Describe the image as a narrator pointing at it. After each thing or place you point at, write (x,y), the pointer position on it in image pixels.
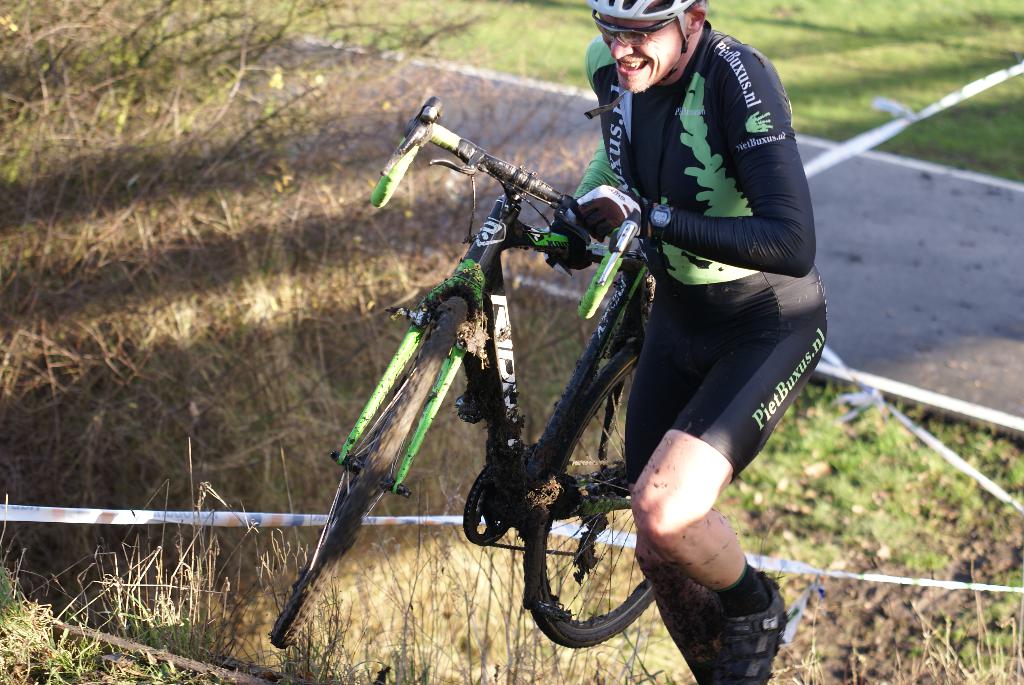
This picture consists of person (724,409) wearing a black color dress (732,154) and helmet (681,15) and his smiling and holding a bi-cycle (601,387) and at the bottom (164,480) there is a rope (82,512) and grass (137,554) and in the middle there is a road (965,188).
